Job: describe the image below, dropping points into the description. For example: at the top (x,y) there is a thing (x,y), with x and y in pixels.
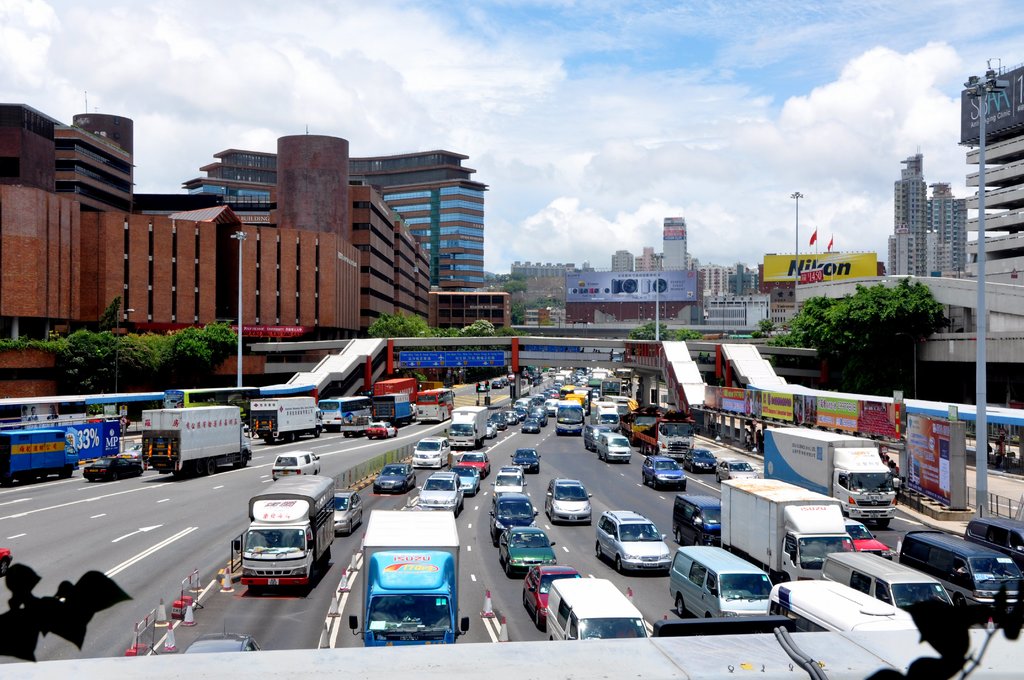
In this picture we can see vehicles (402,412) on the road (562,541), traffic cones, fence (349,473), banners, bridge (567,364), trees (216,340), buildings (45,378), poles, some objects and in the background (229,68) we can see the sky (561,84) with clouds (585,90).
